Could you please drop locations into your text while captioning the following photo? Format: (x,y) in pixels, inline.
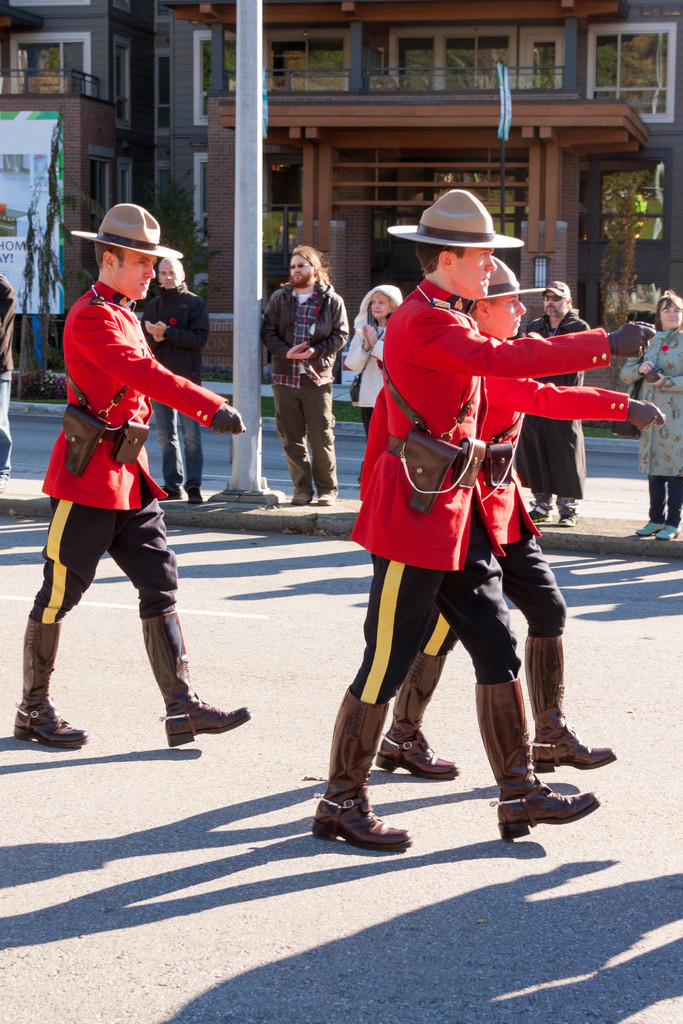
In this picture there are group of people (419,526) walking on the road (535,840) and there are group of people (331,379) standing and there are buildings (120,188), trees (46,251) and there is a pole (259,71) and there is a hoarding (17,247). At the bottom (161,970) there is a road (428,959).
